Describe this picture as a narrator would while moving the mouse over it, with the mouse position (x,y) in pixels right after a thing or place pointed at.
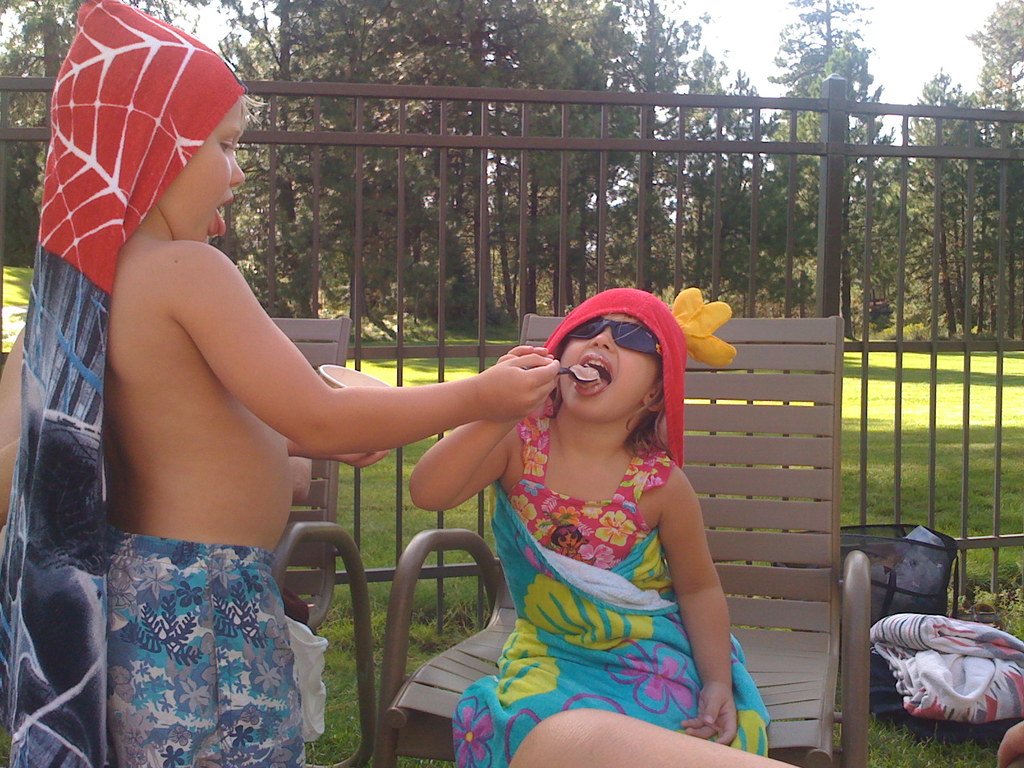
To the left side of the image (218,386) there is a boy (153,408) with short (176,607) and a cloth (96,175) on his head (223,130). He is holding the spoon (563,368) in one hand (549,368) and feeding the girl (609,385) who is sitting on the chair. To the right bottom of the image (900,632) there is a cloth (942,658) and a bag (930,576) on the grass (945,744). Behind them there is a fencing (717,251). And behind the fencing (1000,330) there is a grass (952,385) on the ground (951,365). In the background (435,82) there are trees (991,200).
